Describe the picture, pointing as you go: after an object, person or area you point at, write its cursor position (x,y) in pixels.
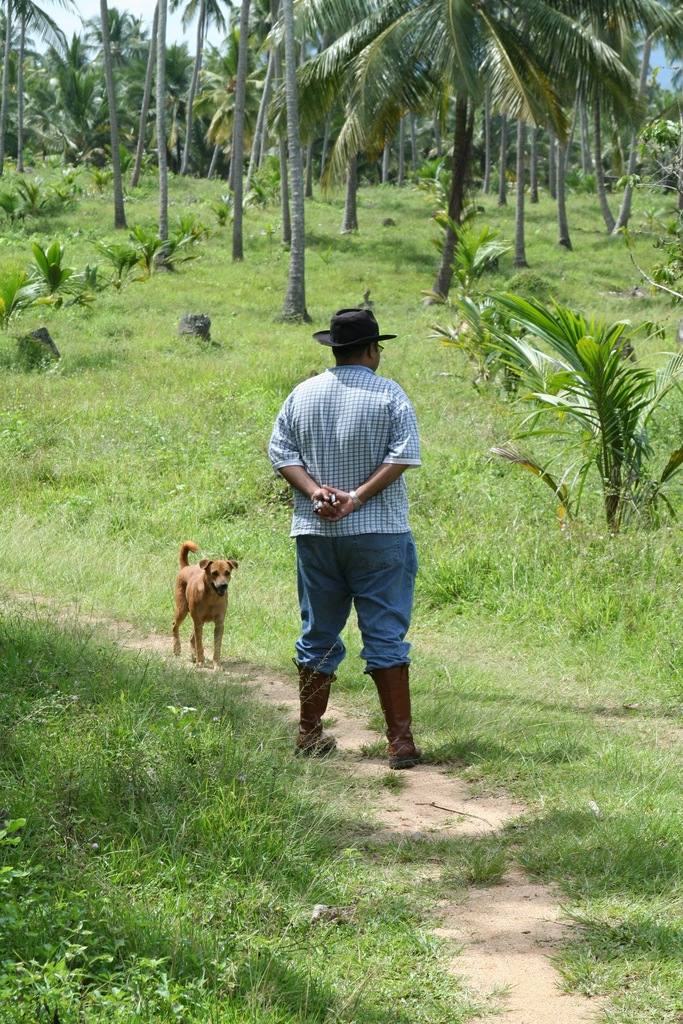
In this image I can see a man (346,510) is standing. The man (364,479) is wearing a hat (373,337), a shirt (359,389), a pant (361,615) and foot wears (322,690). Here I can see a dog (209,602). In the background (261,351) I can see the grass (294,372), plants (544,378), and trees (434,107). I can also see the sky (168,31).
